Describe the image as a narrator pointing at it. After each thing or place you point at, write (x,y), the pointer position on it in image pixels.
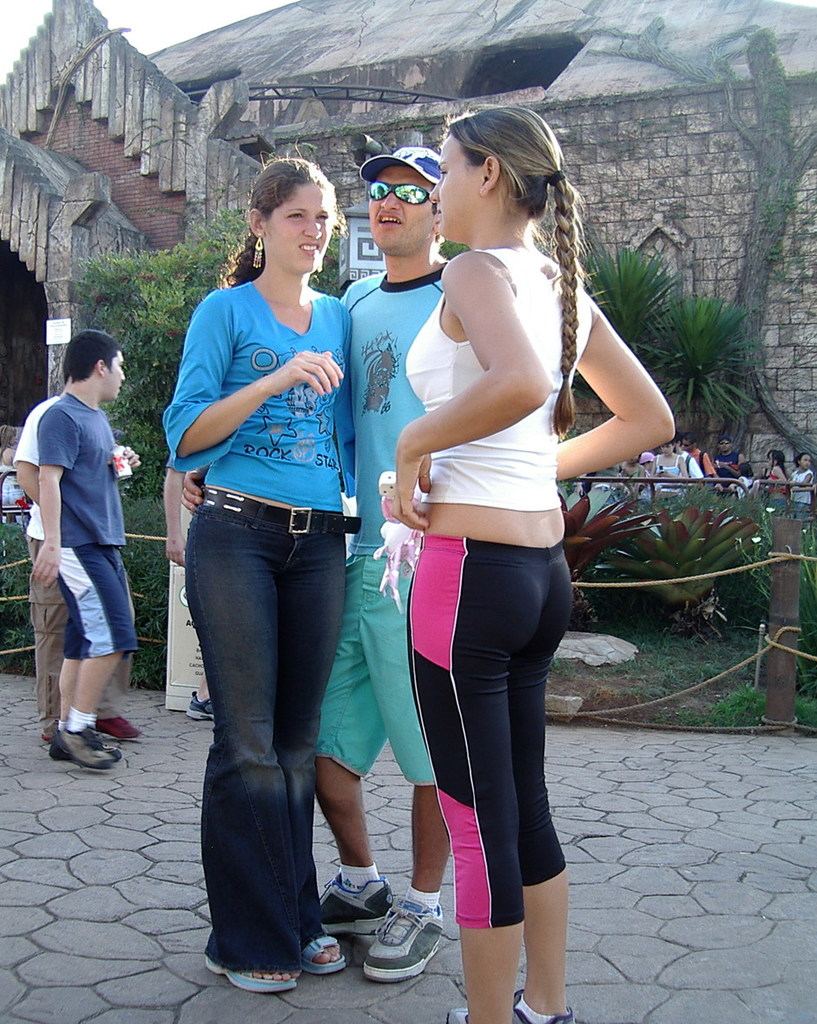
Here we can see two women (330,399) and a man (378,434) in the middle (359,441) are standing together on the ground (397,871). In the background (49,489) there are plants (140,589), trees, fences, rope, stone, hoarding (187,660) and few people (41,622) are standing and a man (107,610) is walking on the ground (18,702) and we can also see a building (236,79) and a sky (152,39).
